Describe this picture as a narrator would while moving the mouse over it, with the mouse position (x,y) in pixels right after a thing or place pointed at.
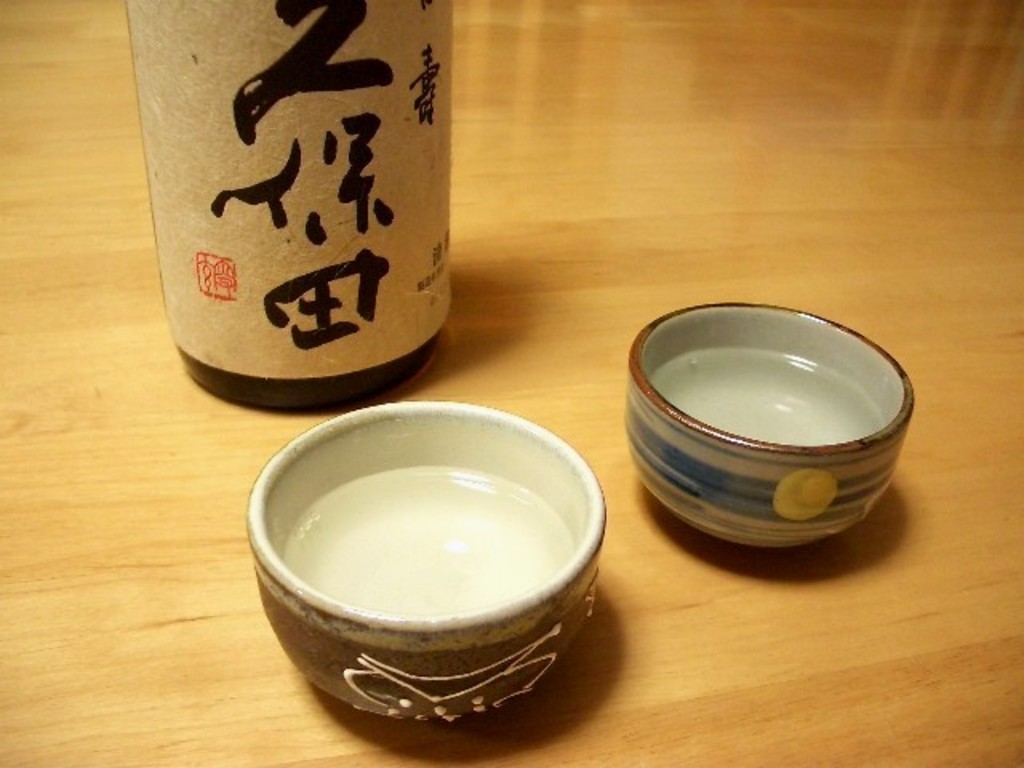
On a wooden surface (963,749) we can see two bowls (378,645) with liquids (755,416). Here we can see partial of a bottle (286,223).
